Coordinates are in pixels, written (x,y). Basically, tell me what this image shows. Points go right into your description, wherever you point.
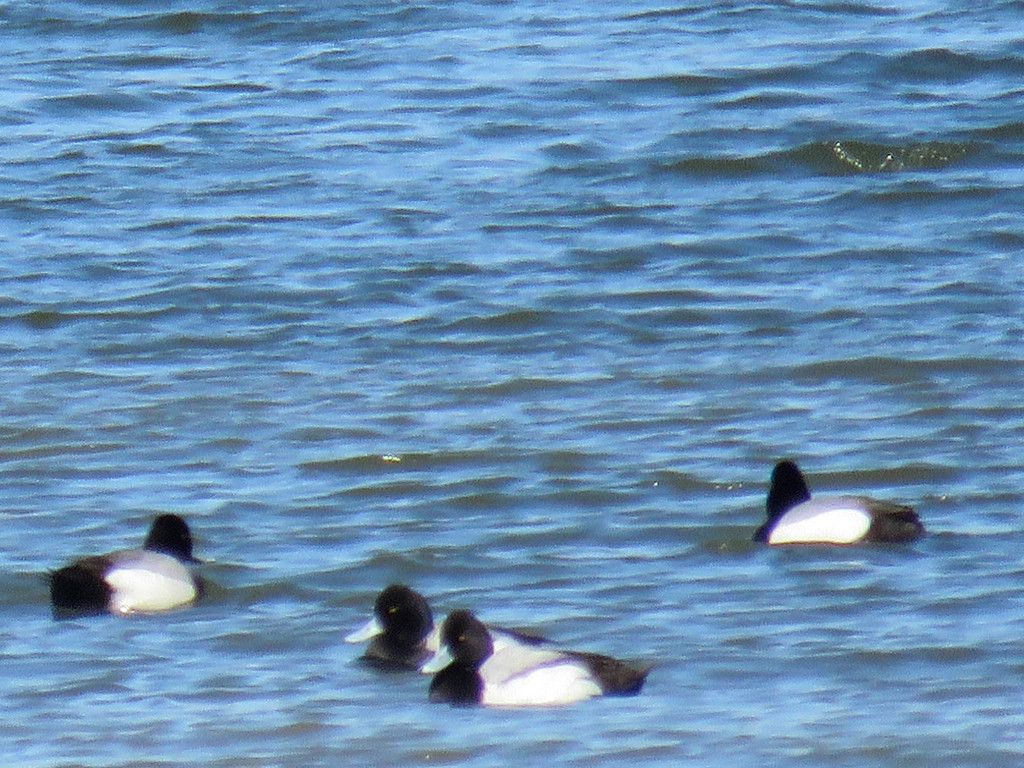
In this image there are birds (588,688) in the foreground (827,499). And there is water (702,445) at the bottom (600,622).
